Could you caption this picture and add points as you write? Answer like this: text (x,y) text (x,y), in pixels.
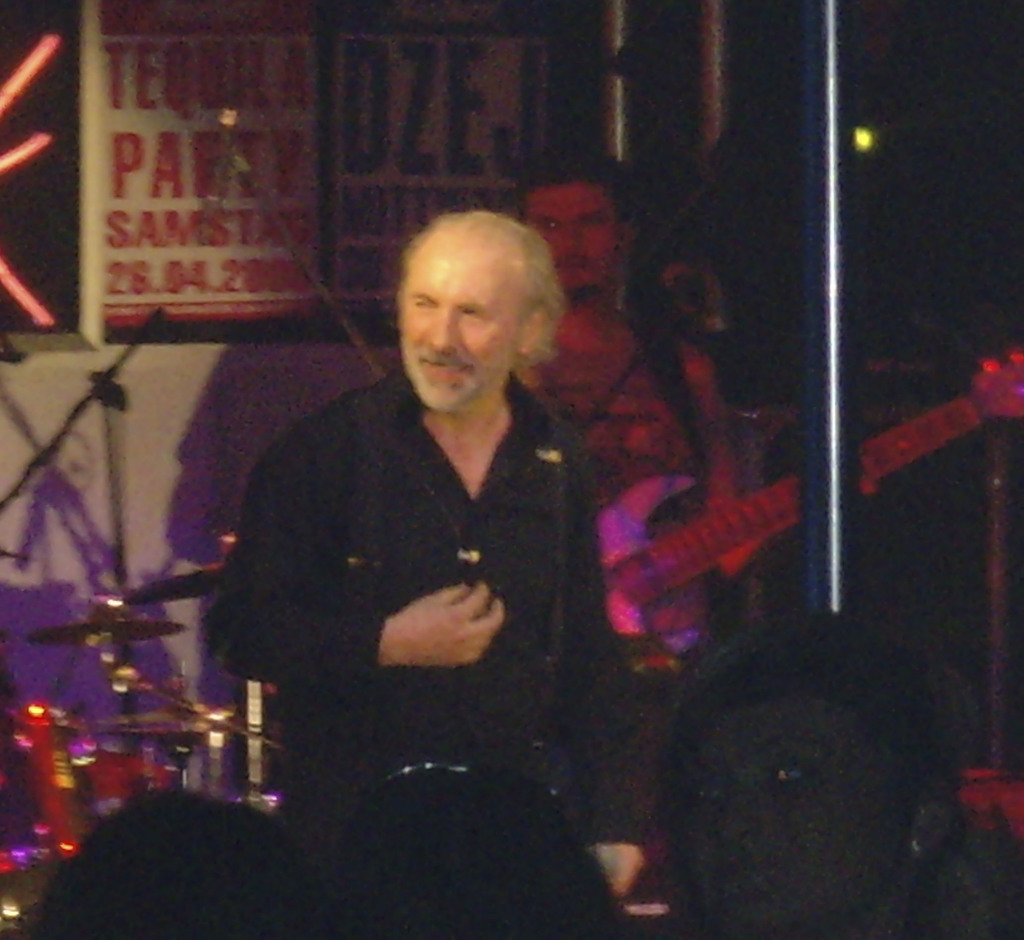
In this picture we can see two persons (500,353) standing in front (481,331) and other at back (614,419) holding guitar (624,512) in his hand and in background (225,118) we can see banner (208,79), pole (836,203), light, some musical instruments (109,633).
